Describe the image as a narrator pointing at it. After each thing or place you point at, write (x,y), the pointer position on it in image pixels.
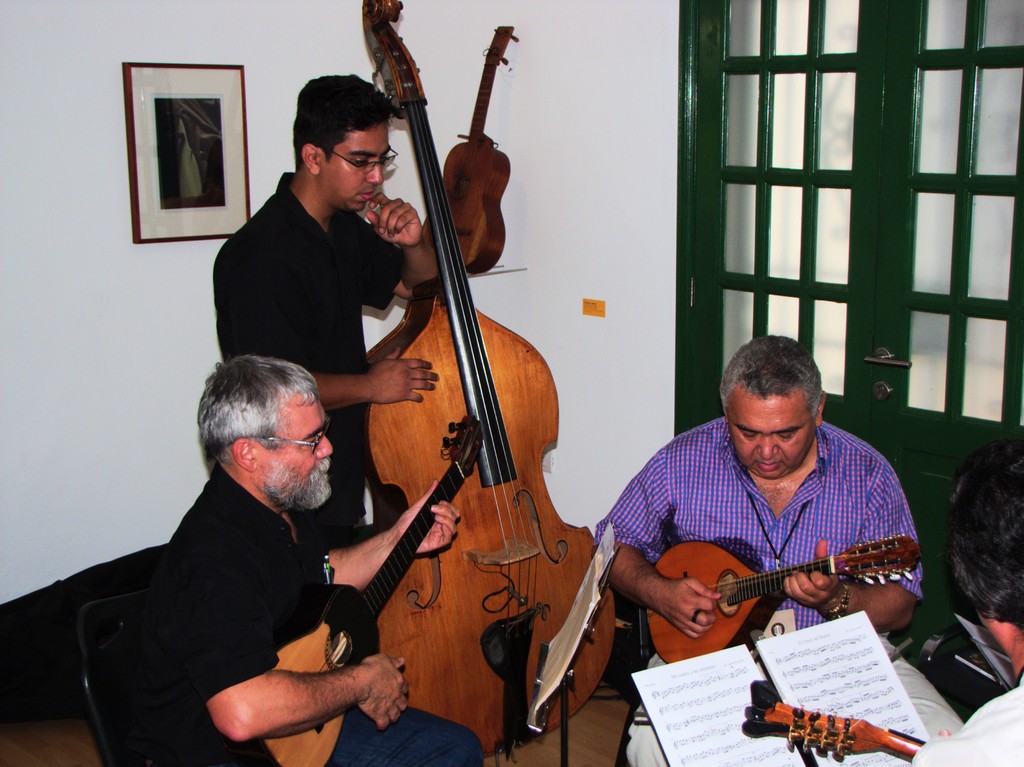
It may be a music class there are total four people (362,715) three are sitting and a person (347,233) wearing black shirt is standing and holding a double bass (542,514), most of them are playing the instruments (407,456) in the background (610,241) there is a white color wall (146,53) and a photo frame (231,168) to the right side (711,171) there is a door (823,351).
